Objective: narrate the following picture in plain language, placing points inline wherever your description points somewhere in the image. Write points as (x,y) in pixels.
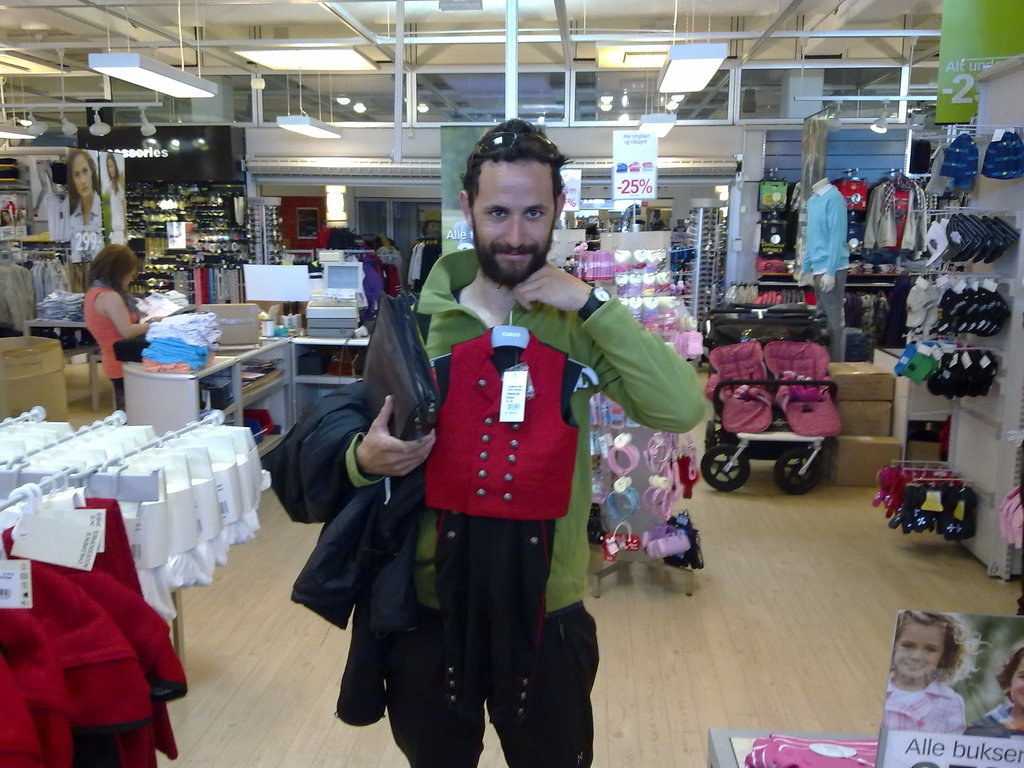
This picture is an inside view of a store (260,300). In the center of the image (670,398) we can see a man (495,242) is standing and holding the clothes (435,448). In the background of the image (315,310) we can see the clothes (887,237), trolley (783,409), foot wears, boards (106,144), screen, a lady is standing, we can see some other objects (296,324). At the top of the image (499,69) we can see the roof (521,63), lights (678,62), wall (367,154). At the bottom of the image (595,722) we can see the floor (594,722). In the bottom right corner (931,757) we can see a board (909,725) and table (714,746). On the right side of the image (838,447) we can see some boxes (858,479).
